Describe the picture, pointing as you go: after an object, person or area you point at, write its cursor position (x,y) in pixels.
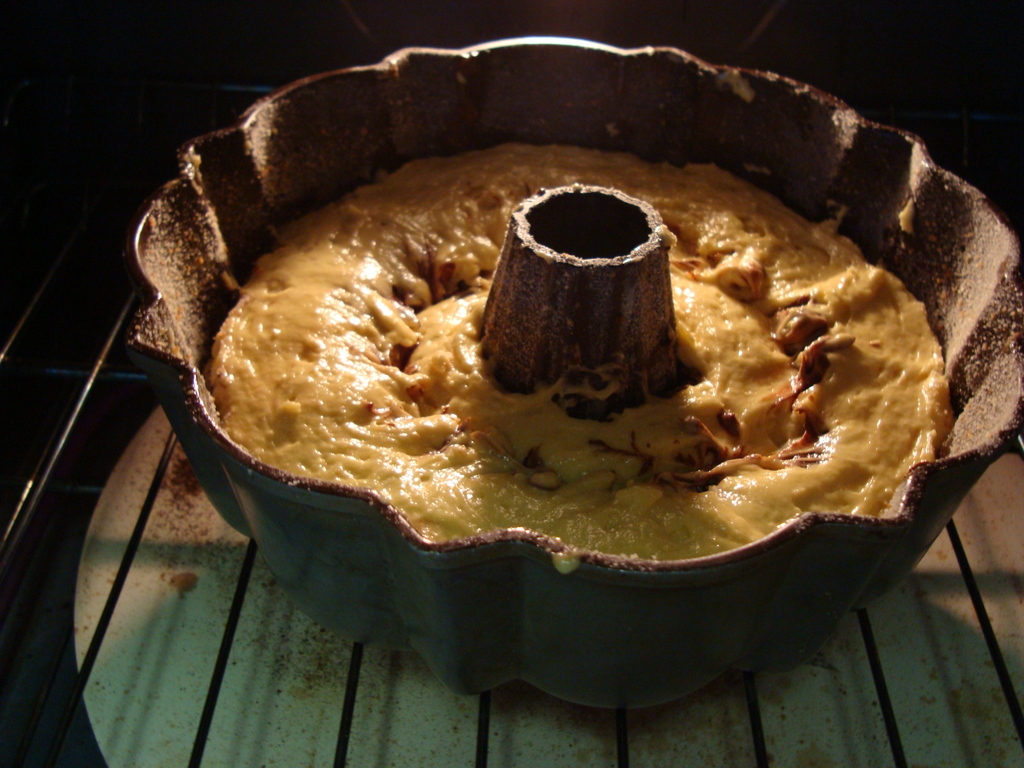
In this image we can see a cake (524,473), there is the cake tin (580,305), there is the grill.
